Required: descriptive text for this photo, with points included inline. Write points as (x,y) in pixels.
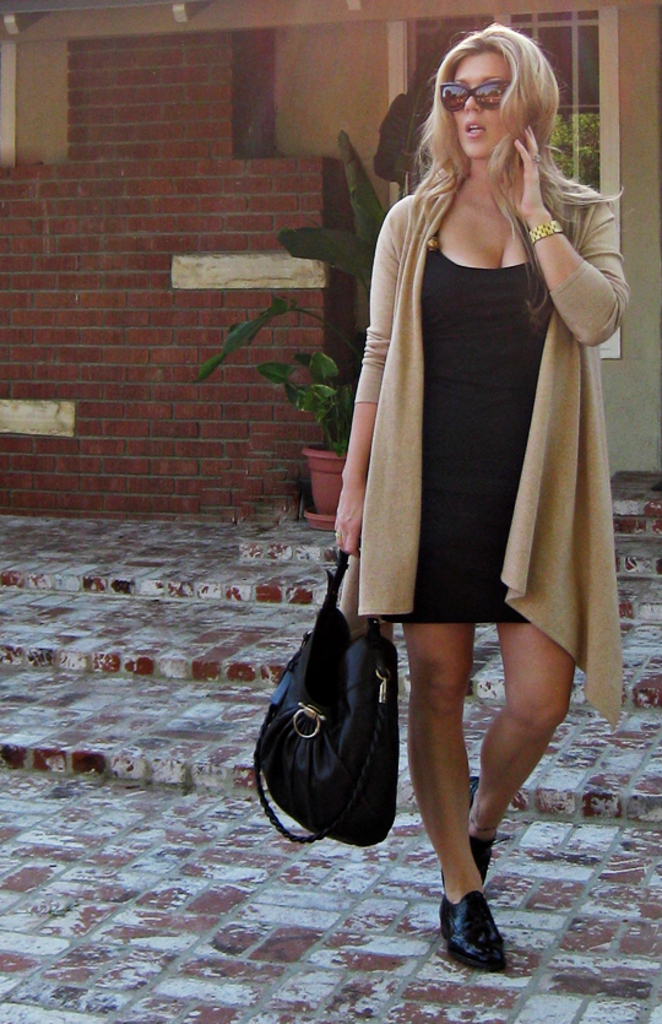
In the picture a woman (445,670) is walking by carrying a bag (317,753) with her there is a house plant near to her there is also a building (293,163) near to her.
